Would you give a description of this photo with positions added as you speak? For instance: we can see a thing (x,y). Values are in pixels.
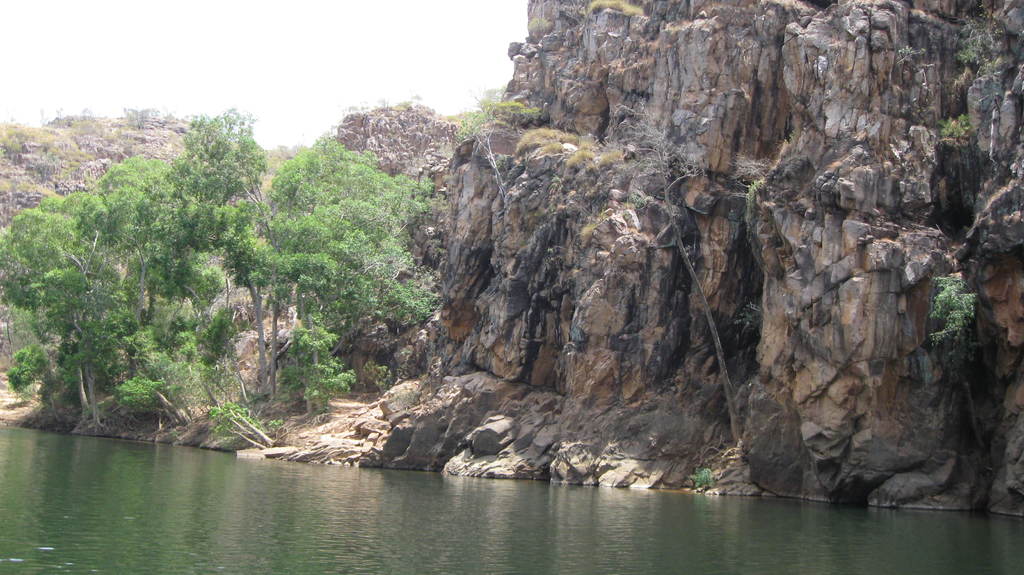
This image consists of water (307,536) at the bottom (473,509). There are trees (216,289) on the left side (129,288). There is sky (326,89) at the top (294,67).
